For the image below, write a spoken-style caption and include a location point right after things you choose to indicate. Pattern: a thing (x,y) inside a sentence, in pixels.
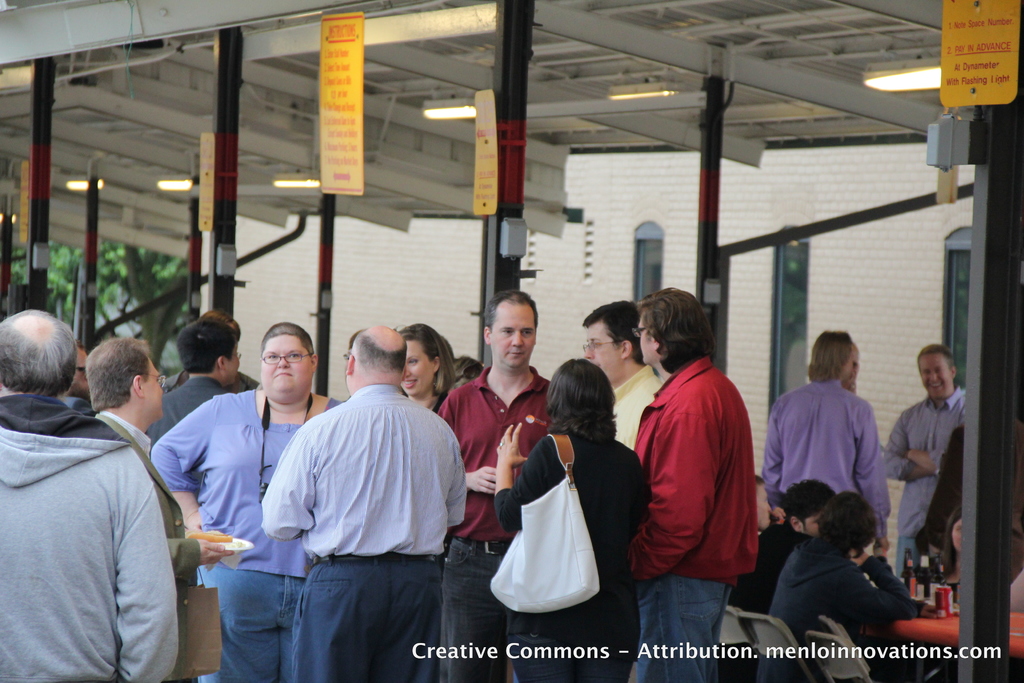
In this picture we can see boards (973,62), lights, poles (488,268) and people (649,495). On the right side of the picture (932,643) we can see a table (1021,642) and bottles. In this picture we can see few objects (945,602). On the left side of the picture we can see a tree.
